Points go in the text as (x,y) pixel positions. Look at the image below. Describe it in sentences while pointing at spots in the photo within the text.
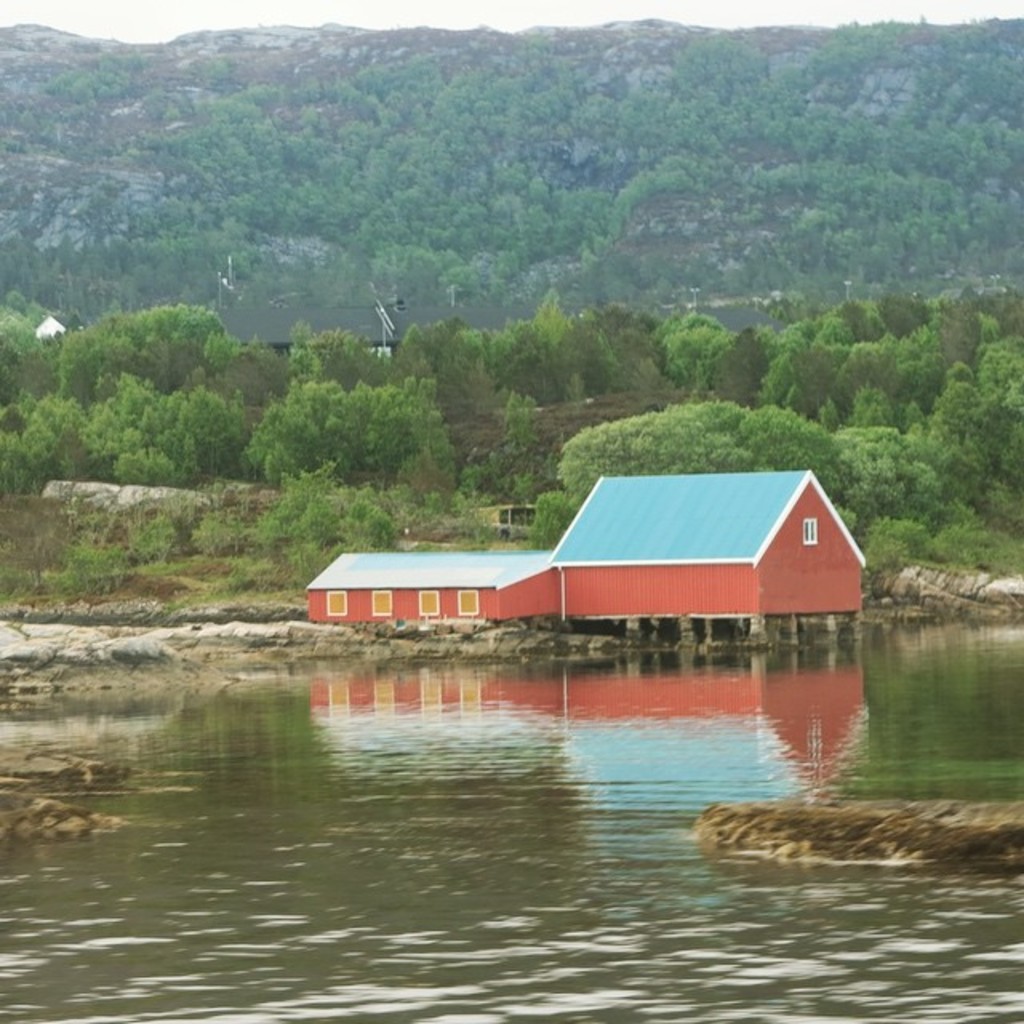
In this image there is water (455,761), behind the water (466,767), there is a house (503,605), behind the house (496,616) there are trees (465,392) and mountains (566,60).
